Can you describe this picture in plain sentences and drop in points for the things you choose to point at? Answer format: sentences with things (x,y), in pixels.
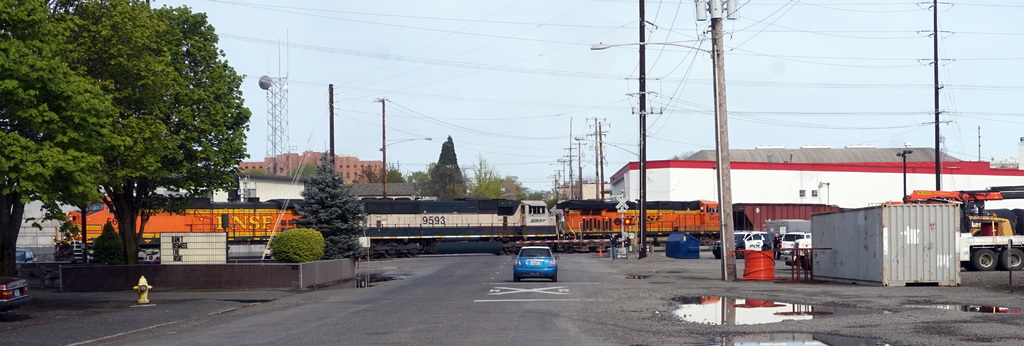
In this image, I can see a train (494,221) on the railway track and few vehicles (526,255) on the road (545,289). On the left side of the image (109,169), I can see a fire hydrant (137,297), trees (69,83) and bushes (114,237). There are buildings (360,172), current poles (384,181) and few more trees (425,175) behind the train (448,202). In the background (444,69), I can see the sky (780,39). On the right side of the image (914,262), there is an iron container (957,245).
